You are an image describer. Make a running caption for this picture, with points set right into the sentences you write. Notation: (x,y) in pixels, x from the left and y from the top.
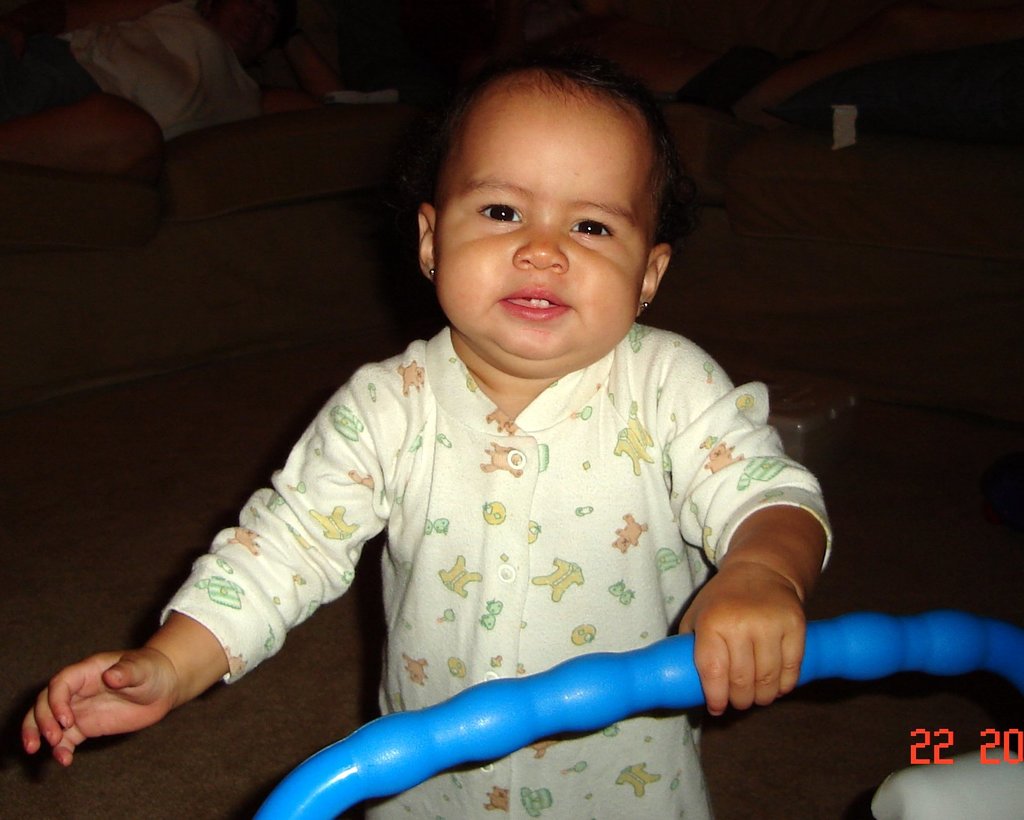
This picture is clicked inside. In the center (445,494) there is a kid (489,588) wearing a white color dress (591,446), holding a blue color object (676,706) and standing on the ground (282,708). In the background (170,262) we can see there are some items (886,216) placed on the ground (1022,727). At the bottom right corner (986,743) we can see the numbers (941,755) on the image.
